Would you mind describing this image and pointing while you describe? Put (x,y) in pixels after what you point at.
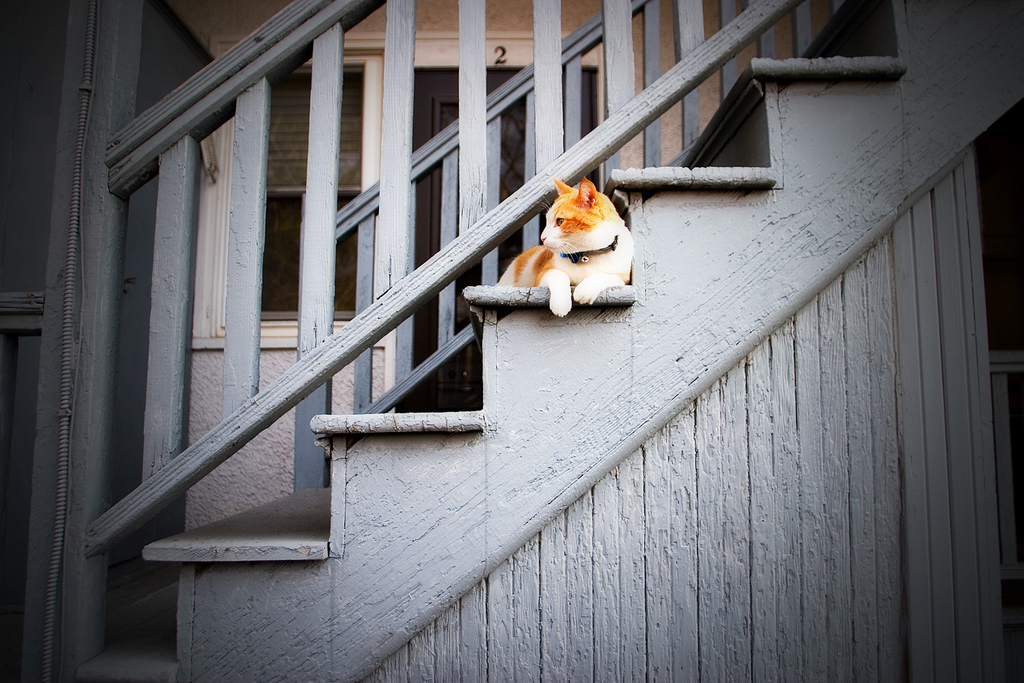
In the foreground of this image (801,416), there is a cat (609,229) on the wooden stairs (687,176). At the top (509,108), there is wooden railing (387,155). In the background (367,113), it seems like a window (365,100) and a wall (436,19).
